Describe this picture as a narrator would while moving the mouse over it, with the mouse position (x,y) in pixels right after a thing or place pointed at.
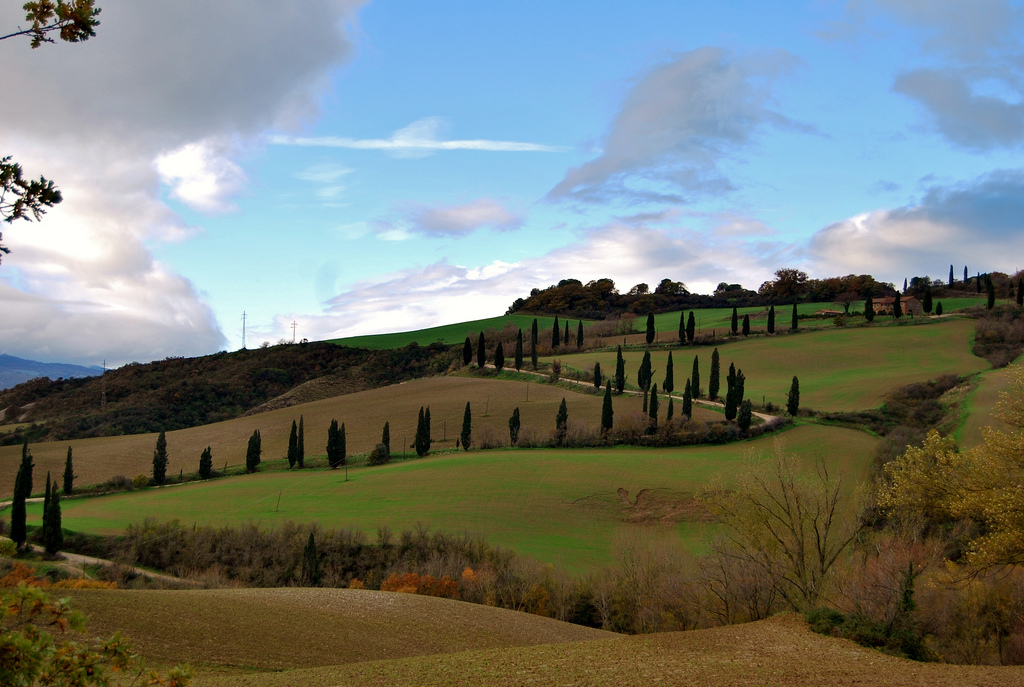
In this picture I can see few trees (962,457) and bushes (627,588) at the center (657,436), at the top (742,175) there is the sky (754,178).
